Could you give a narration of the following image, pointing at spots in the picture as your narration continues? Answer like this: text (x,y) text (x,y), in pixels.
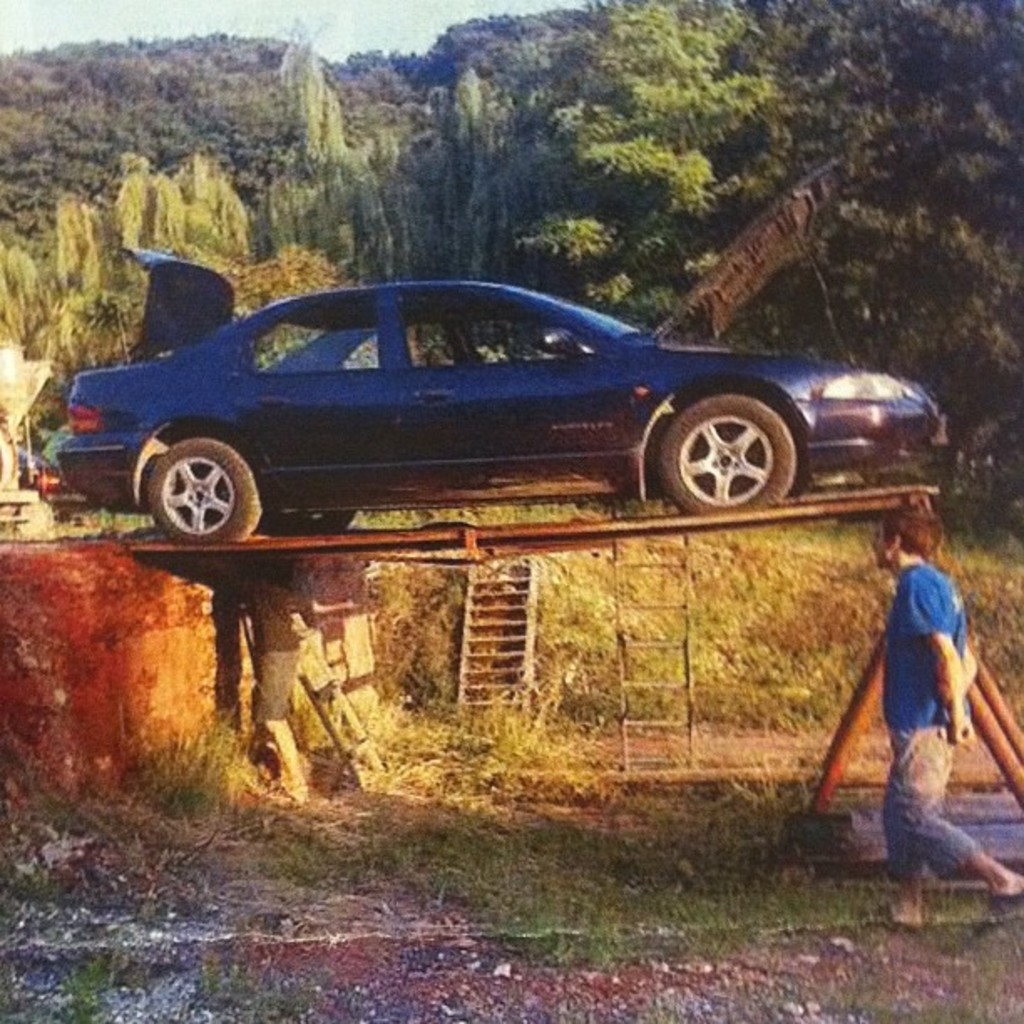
It is a car (715,398) in the middle of an image (608,420). In the right side (974,660) a man (936,586) is walking he wore a blue color t-shirt (940,633). In the back side (485,166) there are trees (547,143).
